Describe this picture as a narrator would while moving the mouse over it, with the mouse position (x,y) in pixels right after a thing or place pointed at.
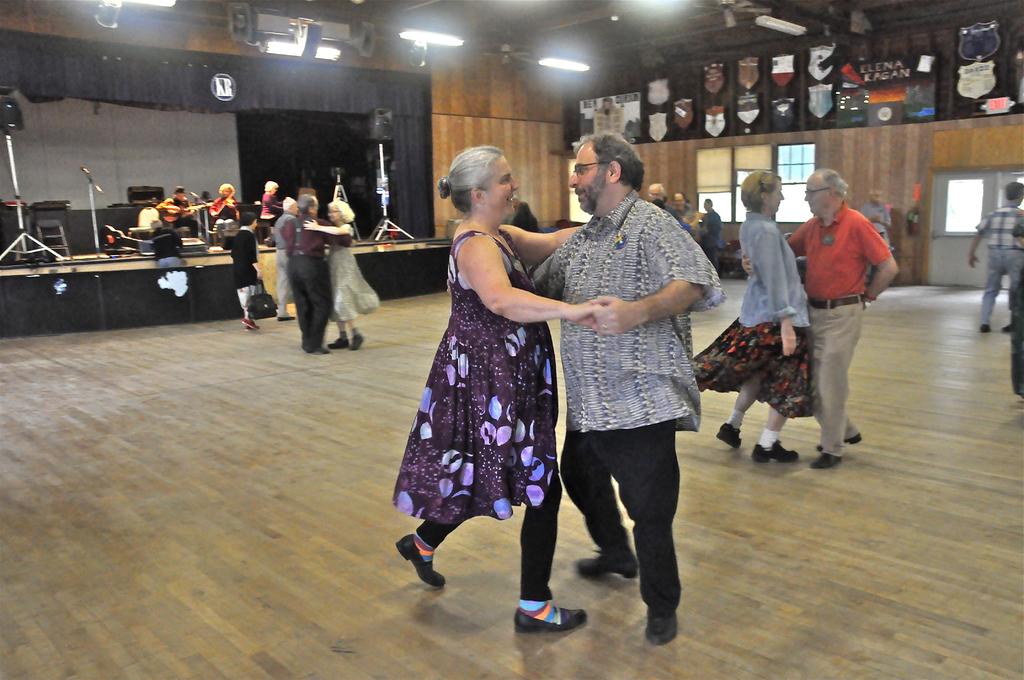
In this picture I can see the floor (157,401) on which there are number of people (671,264) who are standing and in the background (13,301) I can see the platform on which there are few equipment (148,192) and I see few more persons (180,201) with musical instruments (169,209). On the top of this picture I can see the lights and few frames (970,39) on the wall (736,65). On the right side of this picture (792,149) I can see the windows (792,147).
